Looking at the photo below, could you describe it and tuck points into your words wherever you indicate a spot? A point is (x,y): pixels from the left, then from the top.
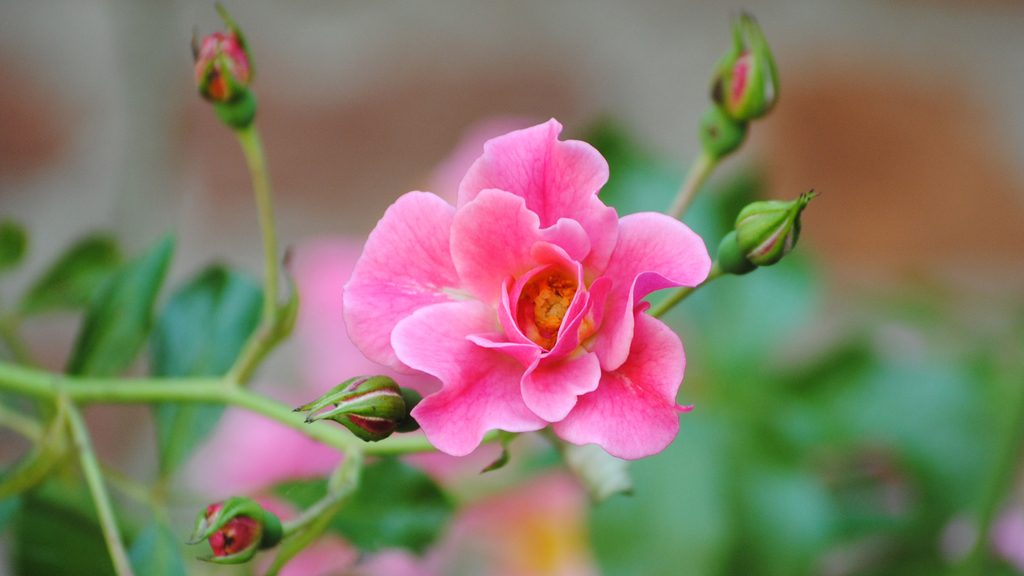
Here we can see a plant (344,446) with flowers (426,335) and buds (792,226). In the background (375,533) the image is blur.
